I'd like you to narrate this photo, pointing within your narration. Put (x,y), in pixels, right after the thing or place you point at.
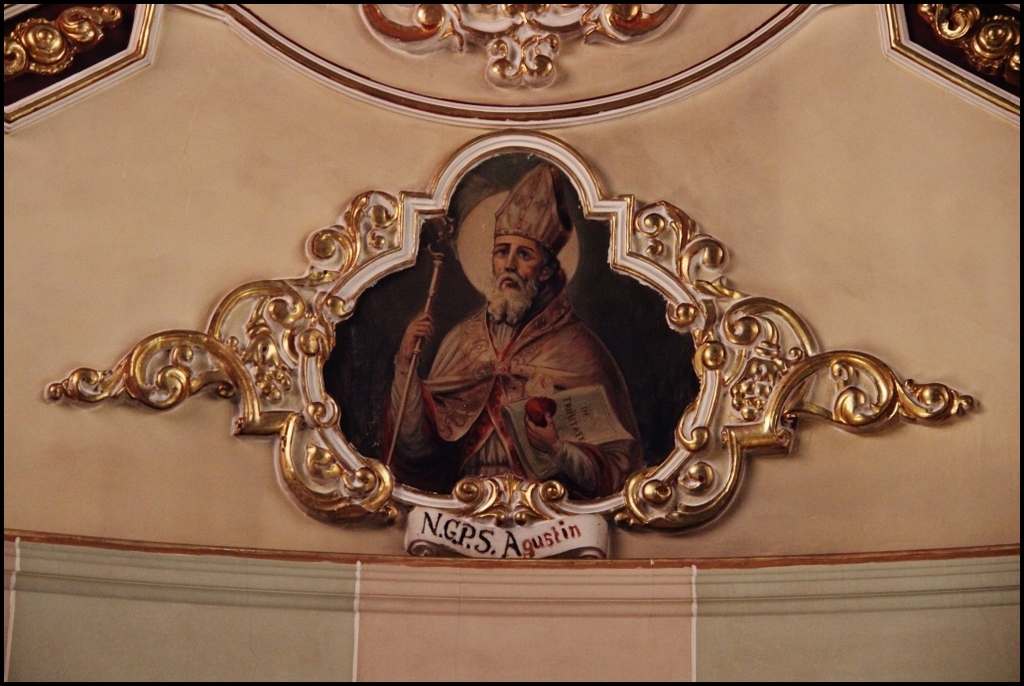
In this image a picture frame (772,322) is attached to the wall (850,264). Top of image (626,24) there is some design (993,17) carved on the wall (586,57). In picture there is a person (538,323) holding a stick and he is wearing a crown (556,224).
